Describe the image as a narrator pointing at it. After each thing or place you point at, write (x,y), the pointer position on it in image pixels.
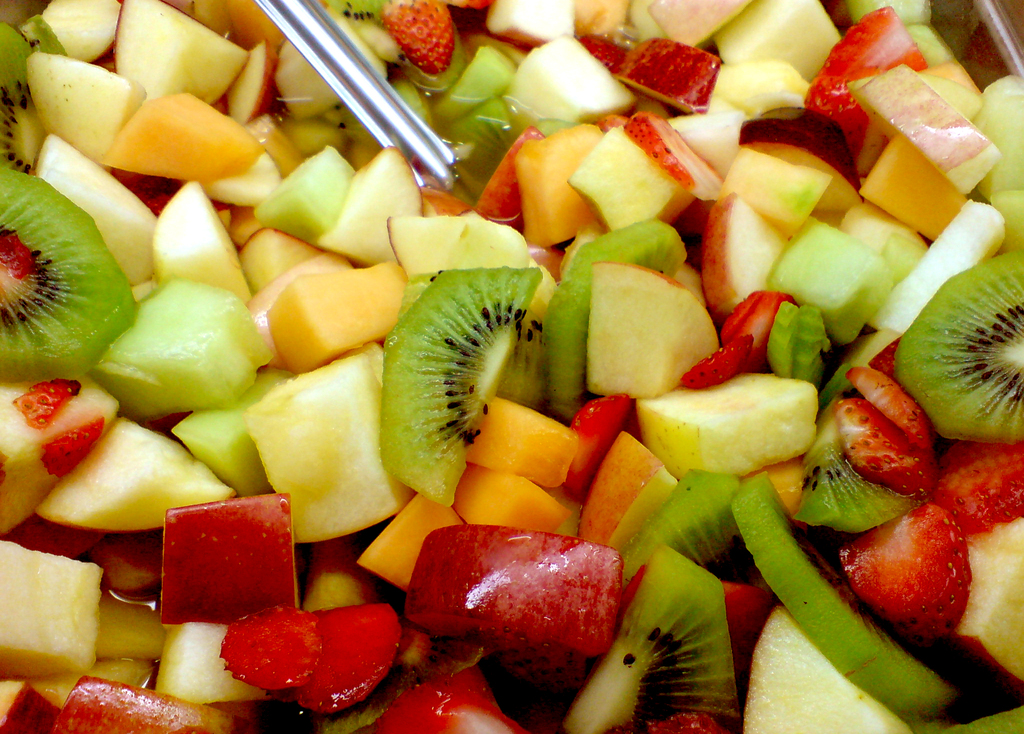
In this image there are chopped fruits (568,324), liquid (162,627) and a spoon (409,140).
